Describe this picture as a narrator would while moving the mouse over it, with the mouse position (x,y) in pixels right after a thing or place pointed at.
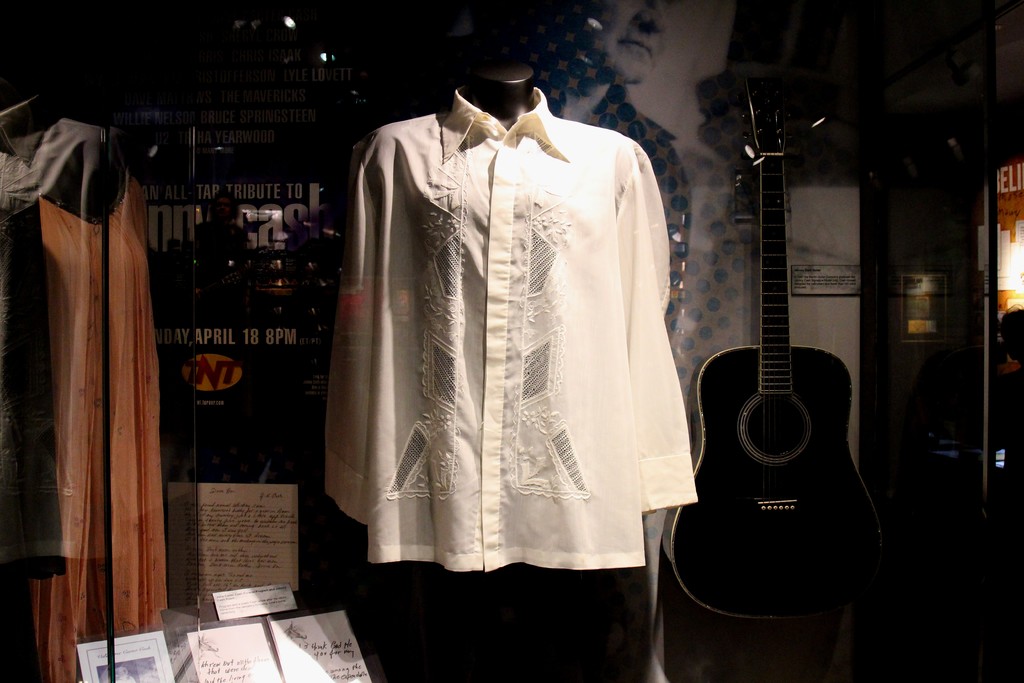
Here we can see a shirt (414,411) in the middle (632,379) and at the right side (778,182) we can see a guitar (773,126) placed in a display case (825,143) and at the left side (118,356) again we can see a dress (132,610).
